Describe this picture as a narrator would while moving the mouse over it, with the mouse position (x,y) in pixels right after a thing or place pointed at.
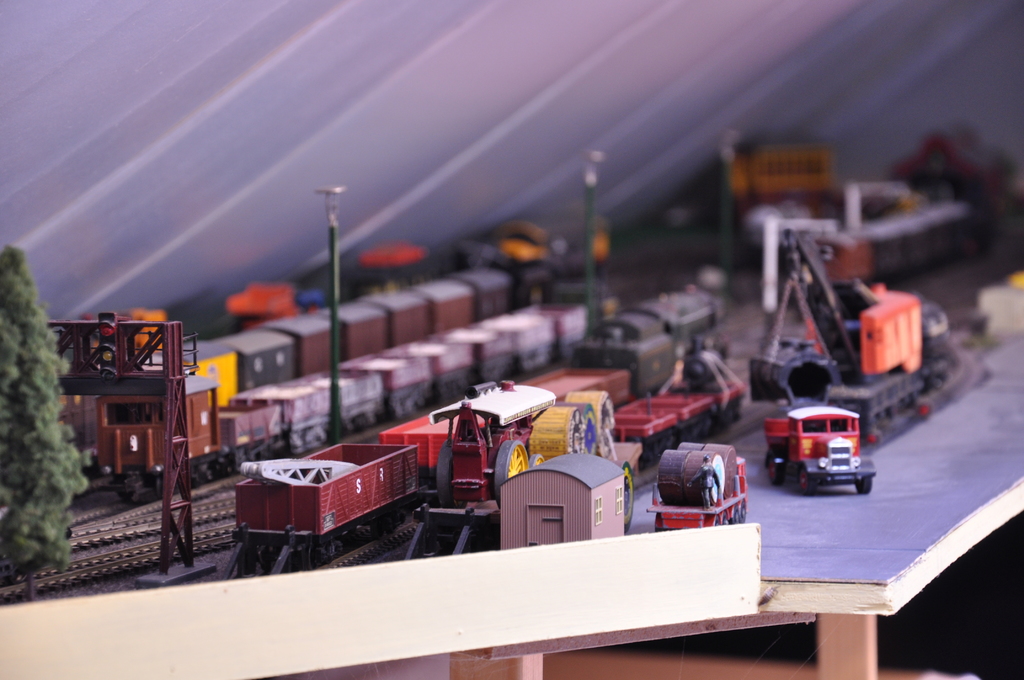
In the image there are toy trains (159,471), vehicles (916,313), trucks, trees (29,538) on a table (742,556).
